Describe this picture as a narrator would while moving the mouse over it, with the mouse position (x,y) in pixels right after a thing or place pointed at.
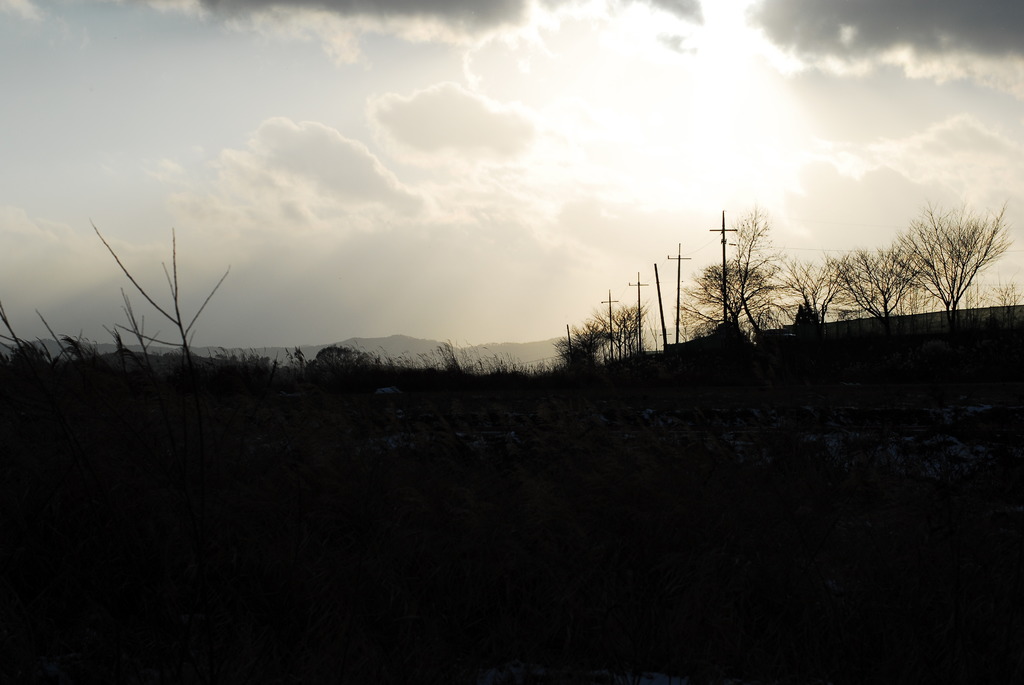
In this picture we can see plants (822,449), trees (685,314), poles (569,331) and fence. In the background of the image (668,343) we can see hills (381,349) and sky (512,196).
